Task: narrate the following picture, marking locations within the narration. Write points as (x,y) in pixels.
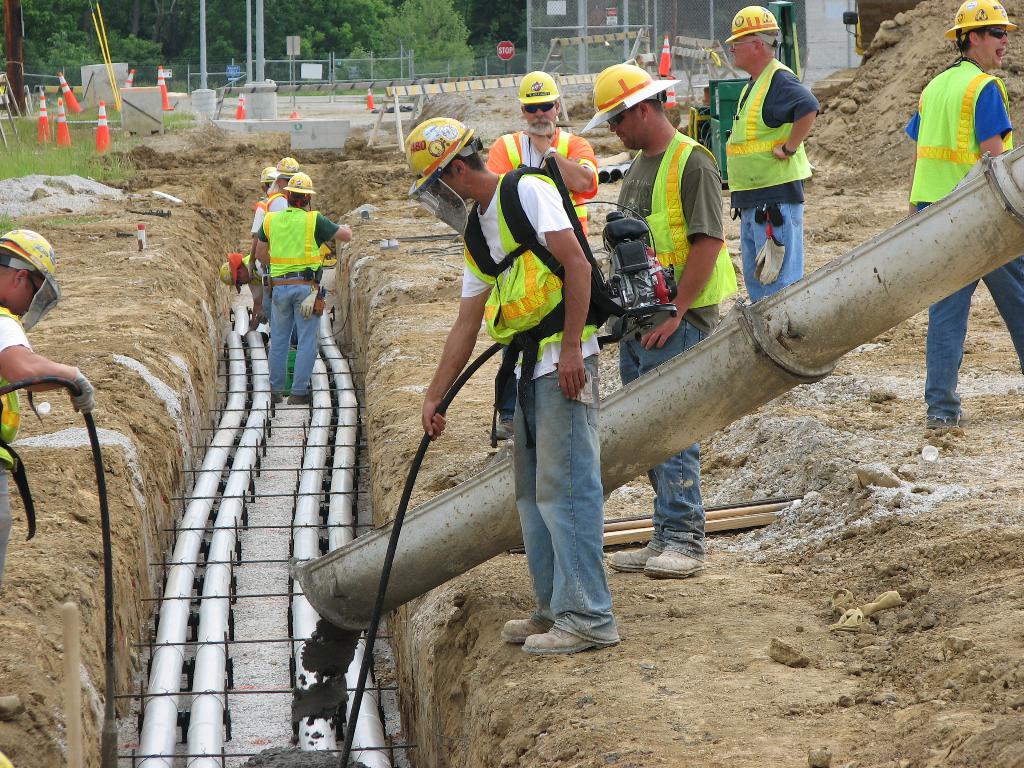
This image is taken at construction site (478,346). There are people (573,199) wearing jackets (736,150) and helmets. In the background of the image (329,56) there is fencing (135,65). There are safety cones (46,134). There are trees (274,28). There are poles (201,27). At the bottom of the image (851,706) there is soil (811,709). There are pipe lines (304,514).
